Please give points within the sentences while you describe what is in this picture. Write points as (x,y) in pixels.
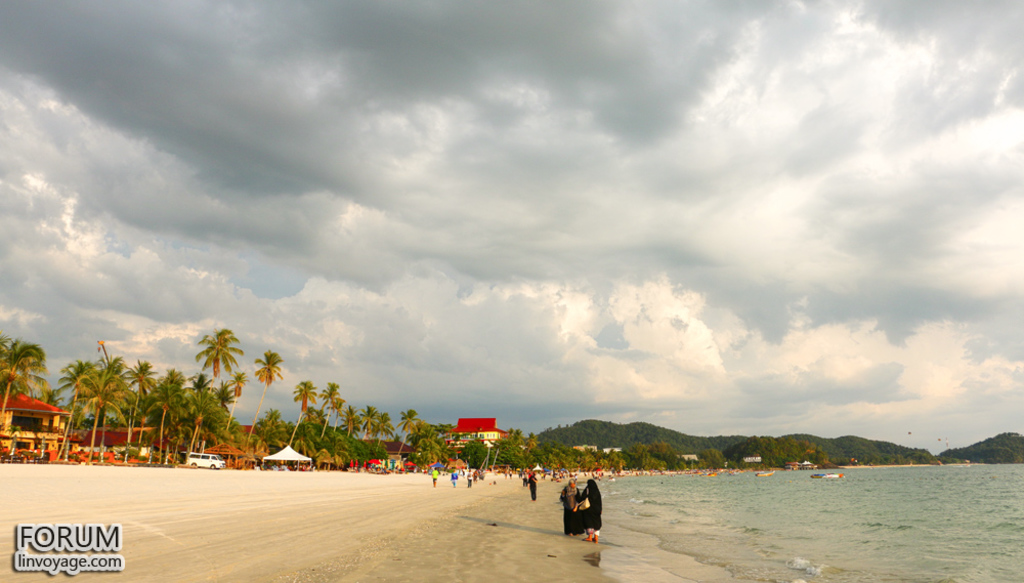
This is the picture of a beach (451,572). At the back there are mountains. On the left side of the image (114,396) there are buildings (120,431) and trees (431,424) and tents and there is a vehicle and there are group of people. At the top (681,109) there is sky (627,225) and there are clouds (420,193). At the bottom (349,473) there is sand (445,502) and water (895,502). At the bottom left (89,544) there is text (38,558).
